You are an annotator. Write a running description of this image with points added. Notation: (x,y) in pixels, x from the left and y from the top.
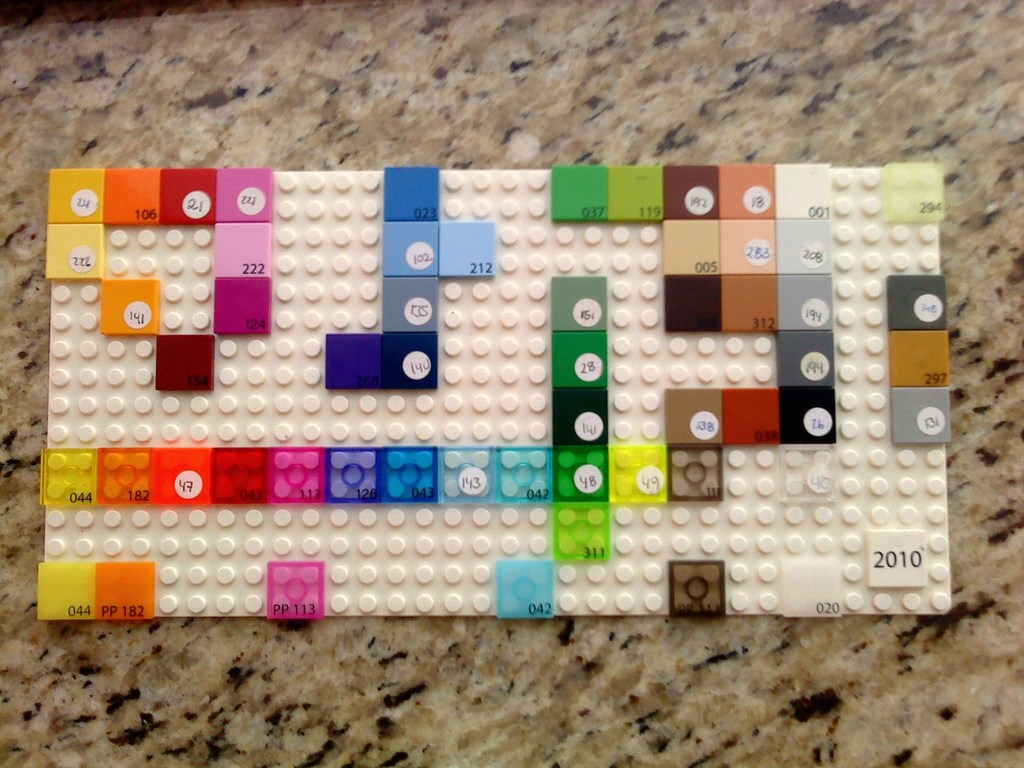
The picture consists of a lego bricks (602,527), on a stone surface (39,131).
